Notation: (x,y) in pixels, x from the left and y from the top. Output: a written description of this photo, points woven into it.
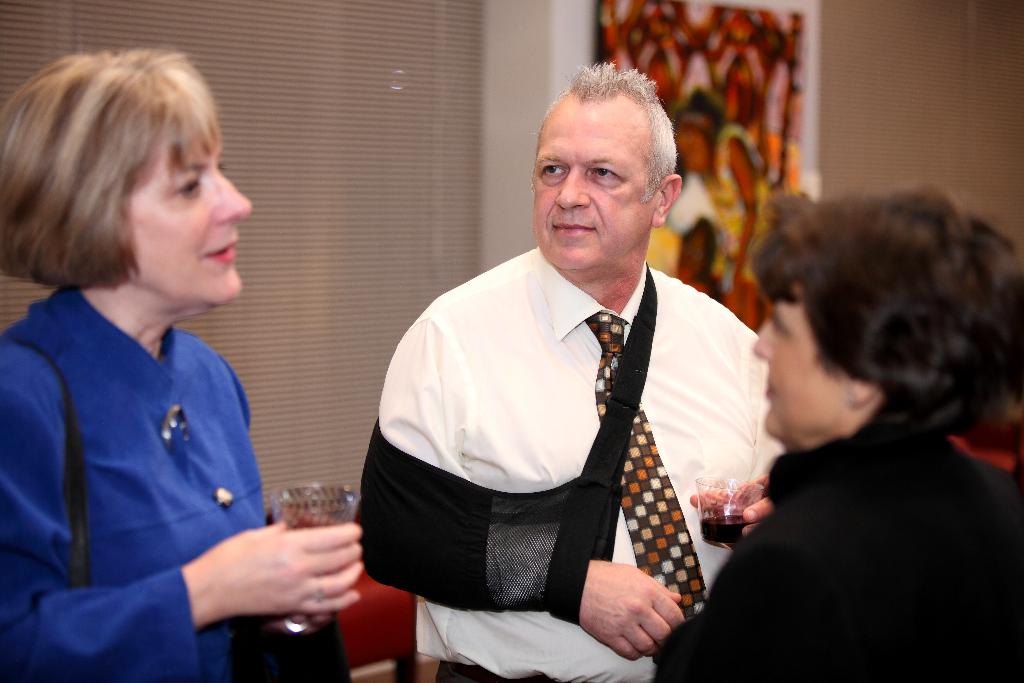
In this picture there are two persons (406,389) standing and holding a glass (327,486) of drink (301,520) in their hands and there is a woman (905,452) standing in front of them in the right corner (905,562) and there are some other objects (799,84) in the background (251,127).
